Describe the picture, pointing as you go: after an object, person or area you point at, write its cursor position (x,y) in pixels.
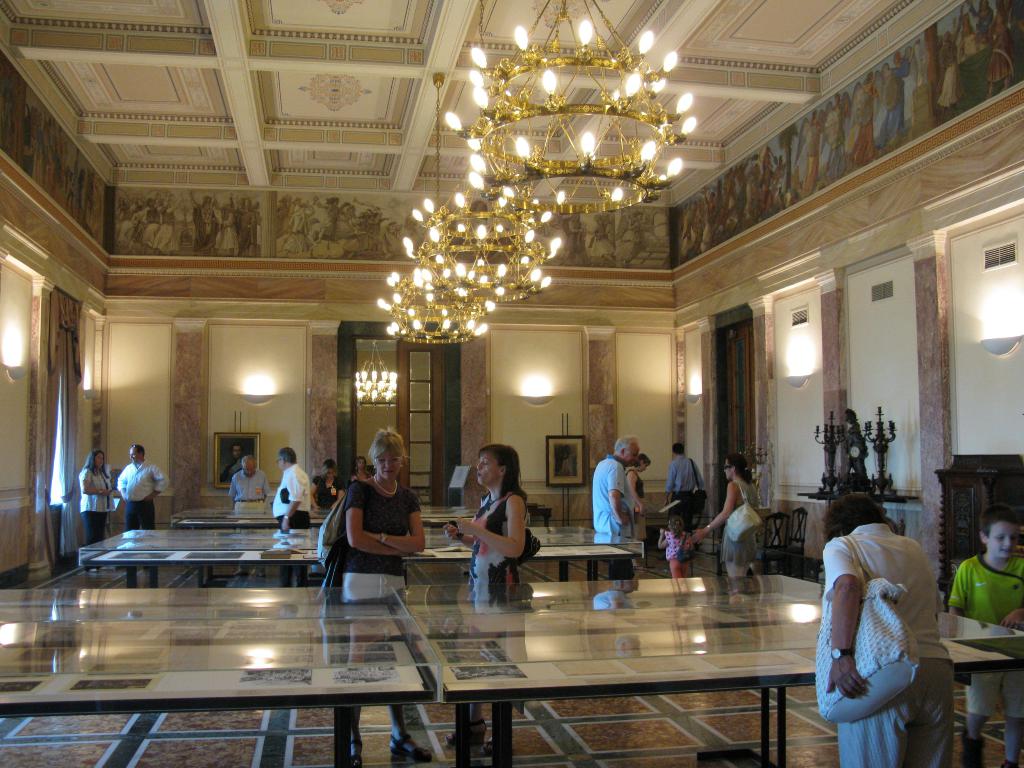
In the image i can see a inside view of a building (360,430). on the roof (545,124) i can see a chandelier (520,157) attached to the roof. And i can see number of people (605,528) standing on the floor (670,721). On the right side (993,576) i can see a boy (1001,586) wearing a green color shirt (992,592), and a woman (915,614) holding a white color hand bag (898,634). i can see is some sculpture (848,446) kept on the table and i can see photo frame (571,450) attached to wall (547,411) in the middle of the image (563,438). In the center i can see a tables (253,663) kept on the floor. On the left side (66,481) i can see a curtains (55,411) attached to the wall (107,308). And i can see a painting (224,219) attached to the wall (126,280).
